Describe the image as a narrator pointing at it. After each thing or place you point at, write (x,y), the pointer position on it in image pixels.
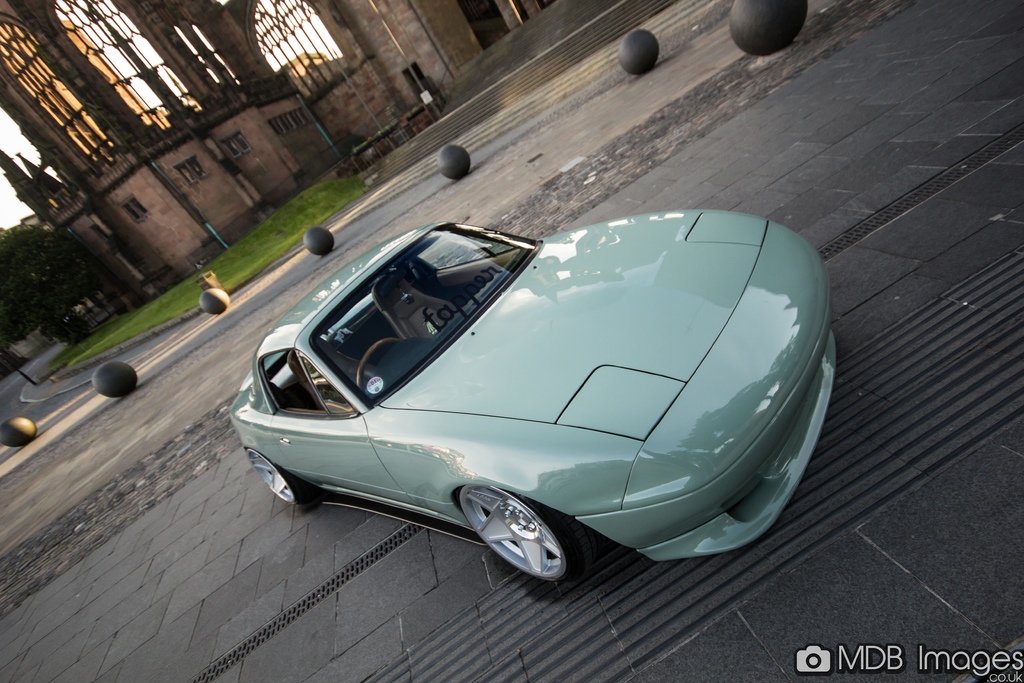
In this image we can see a car (401,427) on a pathway (289,513). we can also see some balls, dustbin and a tree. On the backside (152,172) we can see a building (128,105) with windows (153,124), stairs (411,143), poles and a board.
